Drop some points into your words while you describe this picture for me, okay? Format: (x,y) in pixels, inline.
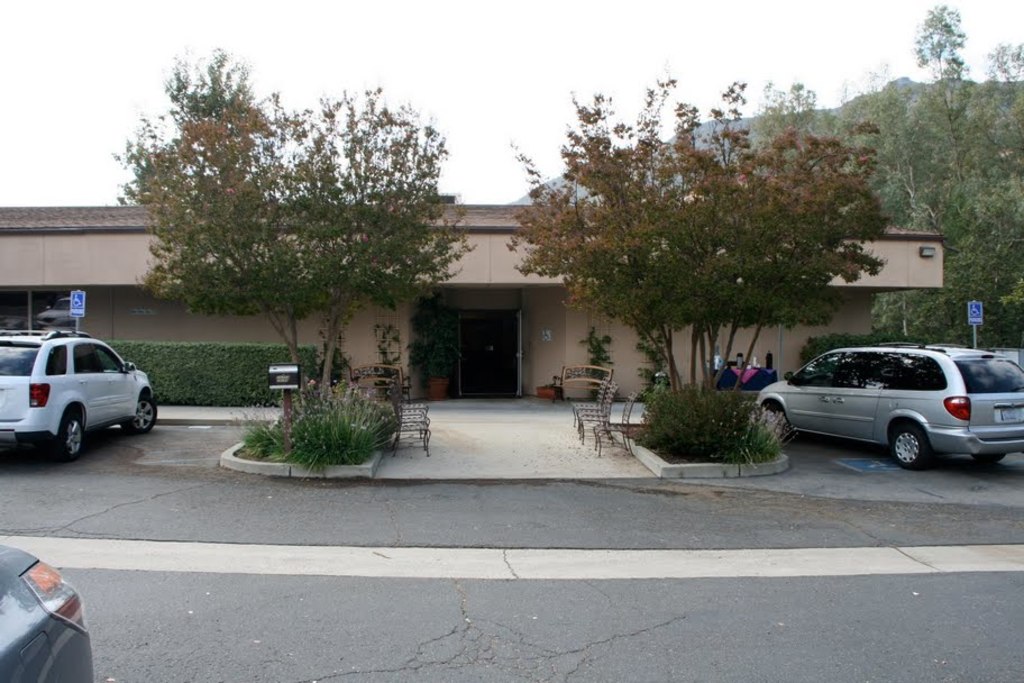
In this picture I can see some vehicles (83,420) are placed side of the road (222,435), in front of the house (530,305) and some benches (606,431), some trees (424,245) are around.
